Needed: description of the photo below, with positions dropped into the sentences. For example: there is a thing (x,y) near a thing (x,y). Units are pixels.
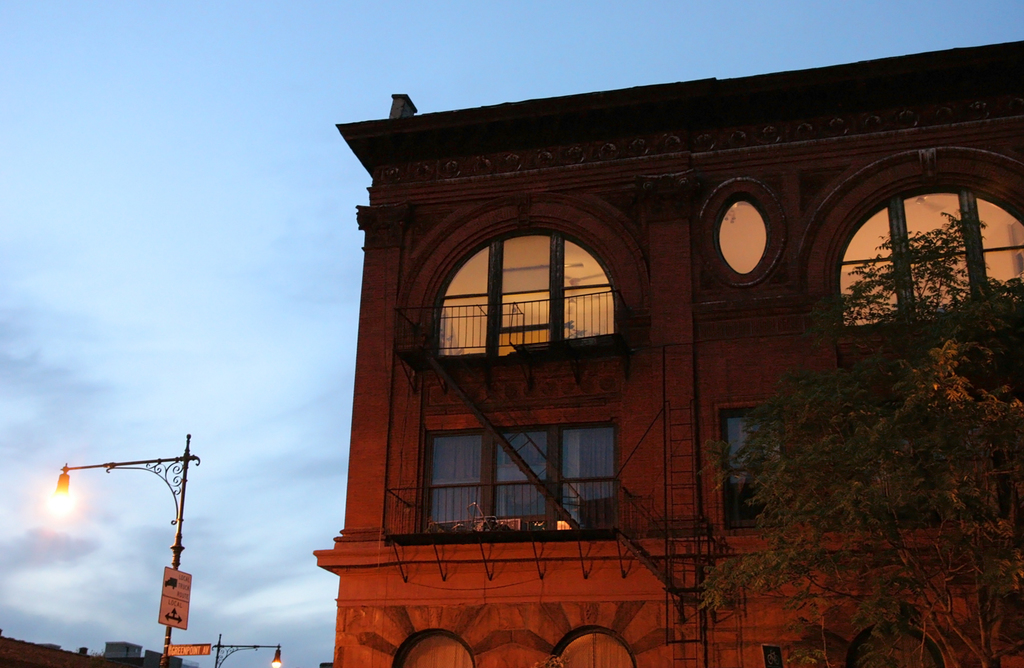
In this image we can see a building (485,443) with windows (440,454) and steps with railings (595,533). Also there is a ladder (692,458). On the right side (886,524) there is a tree (974,467). On the left side (173,602) there is a light pole (166,643) with sign boards (169,615). In the background (168,380) there is sky (160,360).
